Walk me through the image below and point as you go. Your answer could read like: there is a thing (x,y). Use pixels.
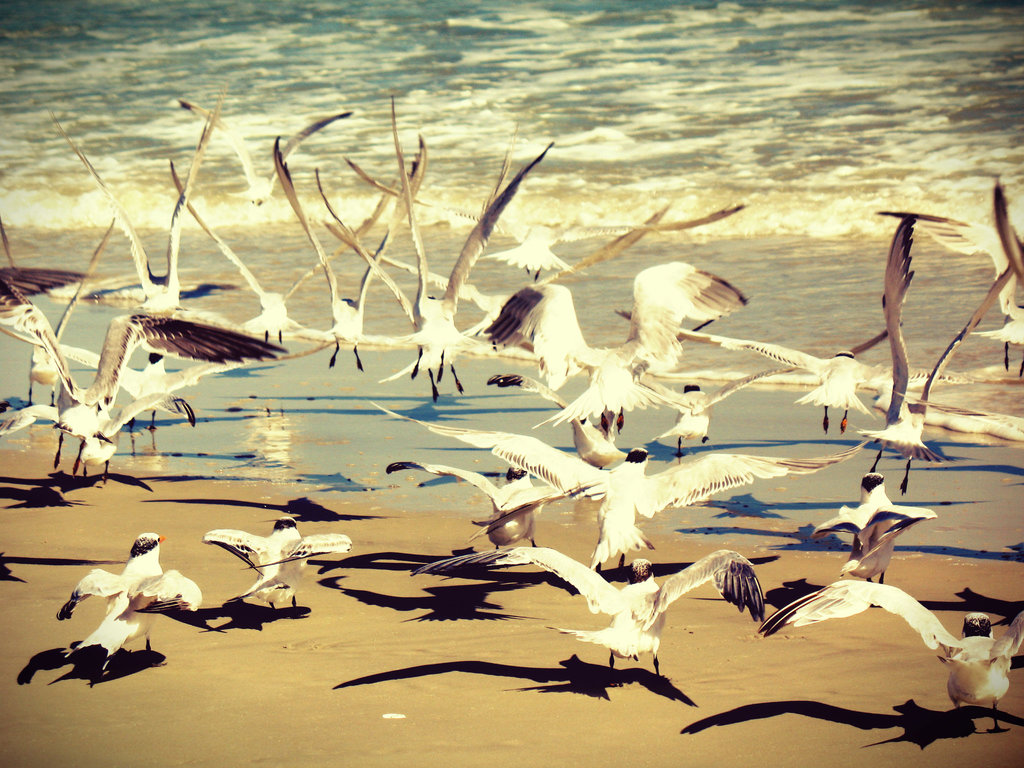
In this picture I can see white color birds (527,331) are flying in the air. In the background (546,166) I can see water (515,165).
